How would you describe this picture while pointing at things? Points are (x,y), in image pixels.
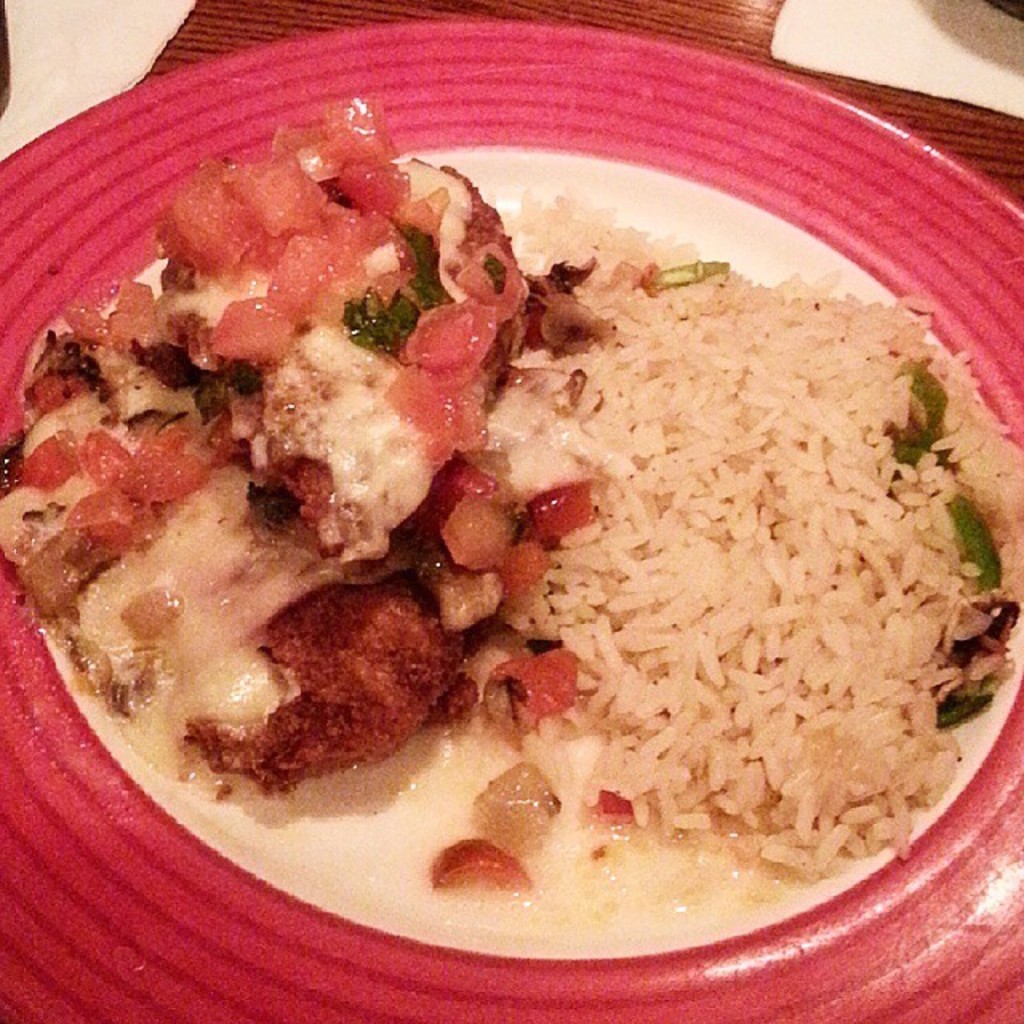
In this image we can see a serving plate (352,563) which consists of food (658,426) on it and is placed on the table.
